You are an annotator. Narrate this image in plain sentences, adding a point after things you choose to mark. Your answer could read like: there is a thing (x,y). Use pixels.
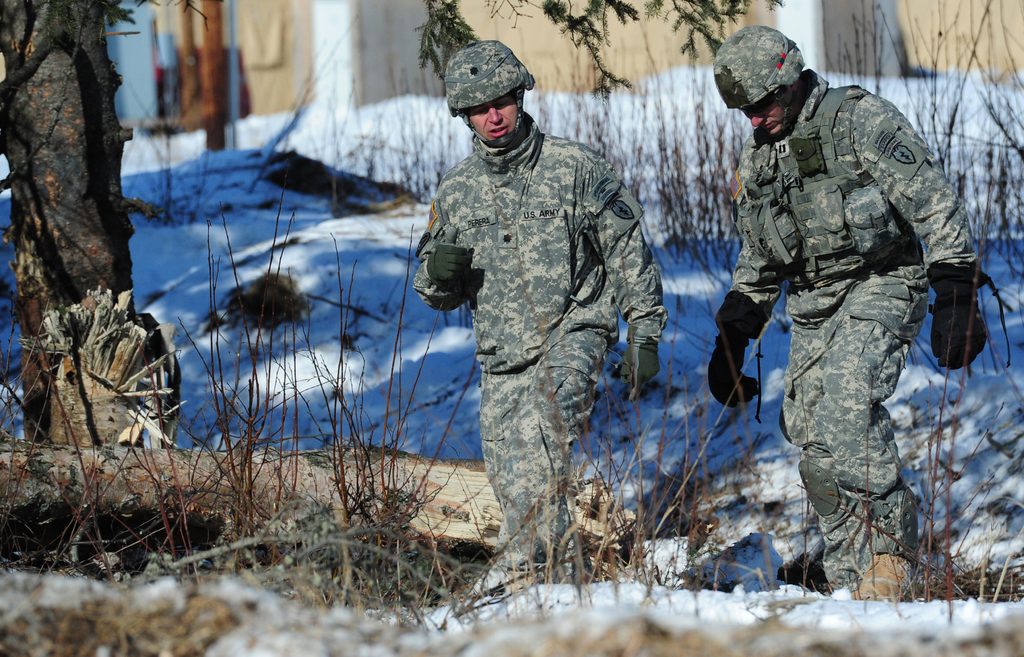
In this image we can see two people (902,587) wearing uniforms (858,401). At the bottom (255,497) there are plants (269,510). In the background (81,192) there is a tree (70,35) and snow (231,183). We can see a log (324,472).
